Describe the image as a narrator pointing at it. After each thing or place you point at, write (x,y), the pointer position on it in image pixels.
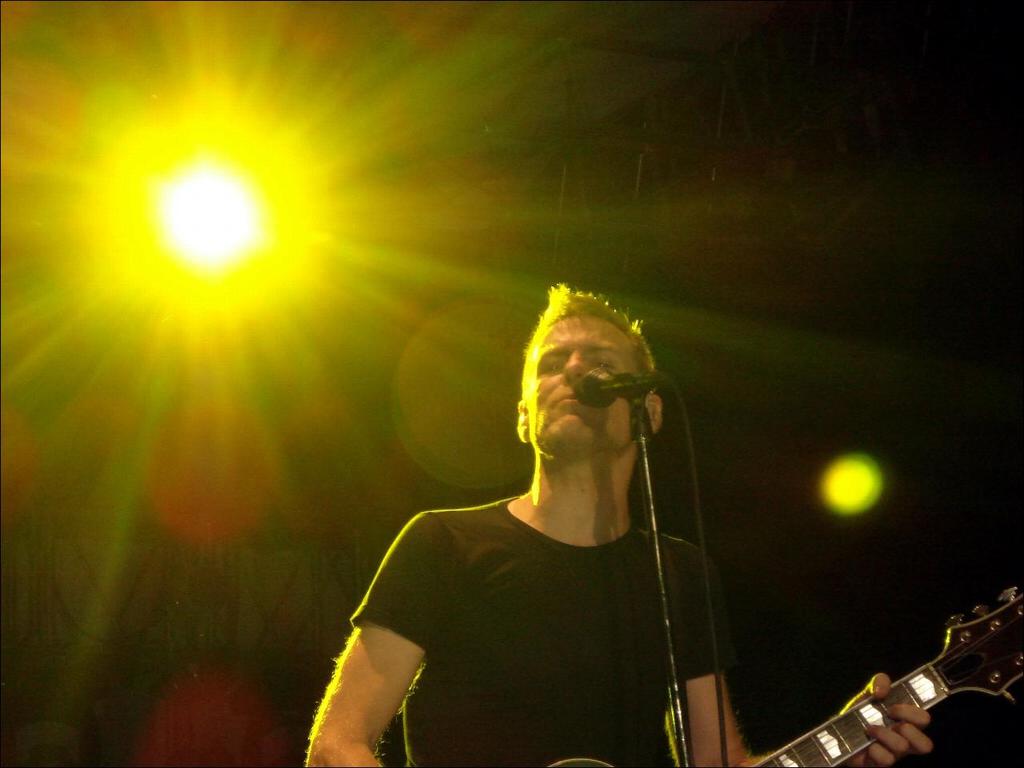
In the center of the image (553,341) there is a person (697,686) playing a guitar (597,758). There is a mic (646,390). In the background of the image (270,263) there is a light (197,249).
